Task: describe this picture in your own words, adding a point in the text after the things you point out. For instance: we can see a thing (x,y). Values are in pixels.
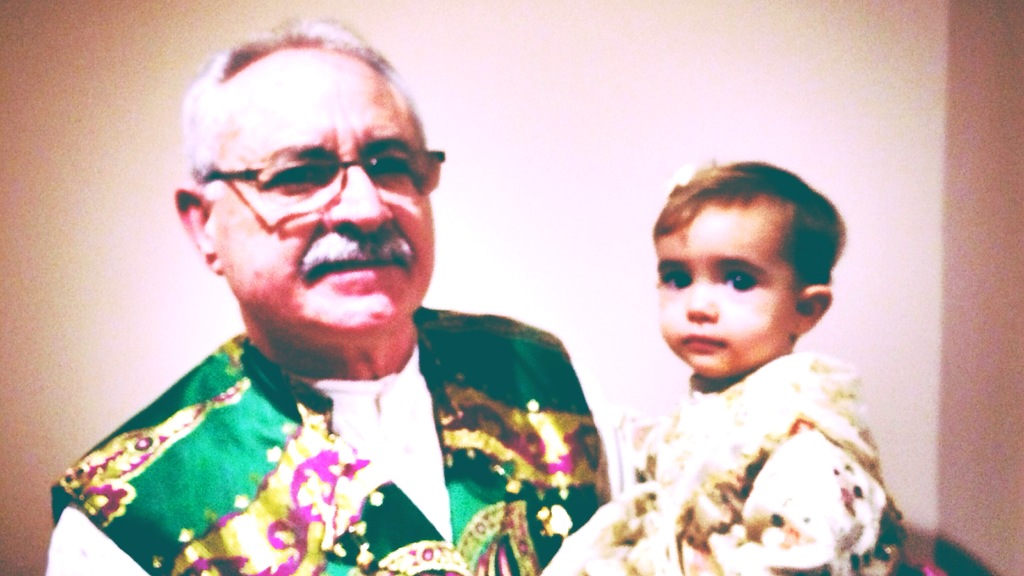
In this image, we can see two people (707,299).
